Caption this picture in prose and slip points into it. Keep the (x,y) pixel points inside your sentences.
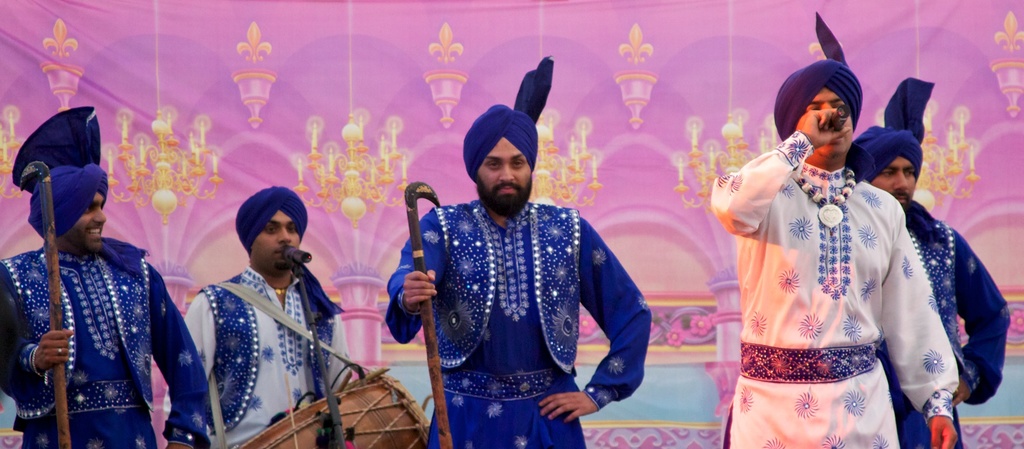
In this image, we can see people (105,281) wearing costumes (149,332) and are holding sticks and one of them is holding a mic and we can see a person (283,355) wearing a drum (327,395). In the background (352,327), there is a banner (652,209) and we can see a mic stand (339,416).
